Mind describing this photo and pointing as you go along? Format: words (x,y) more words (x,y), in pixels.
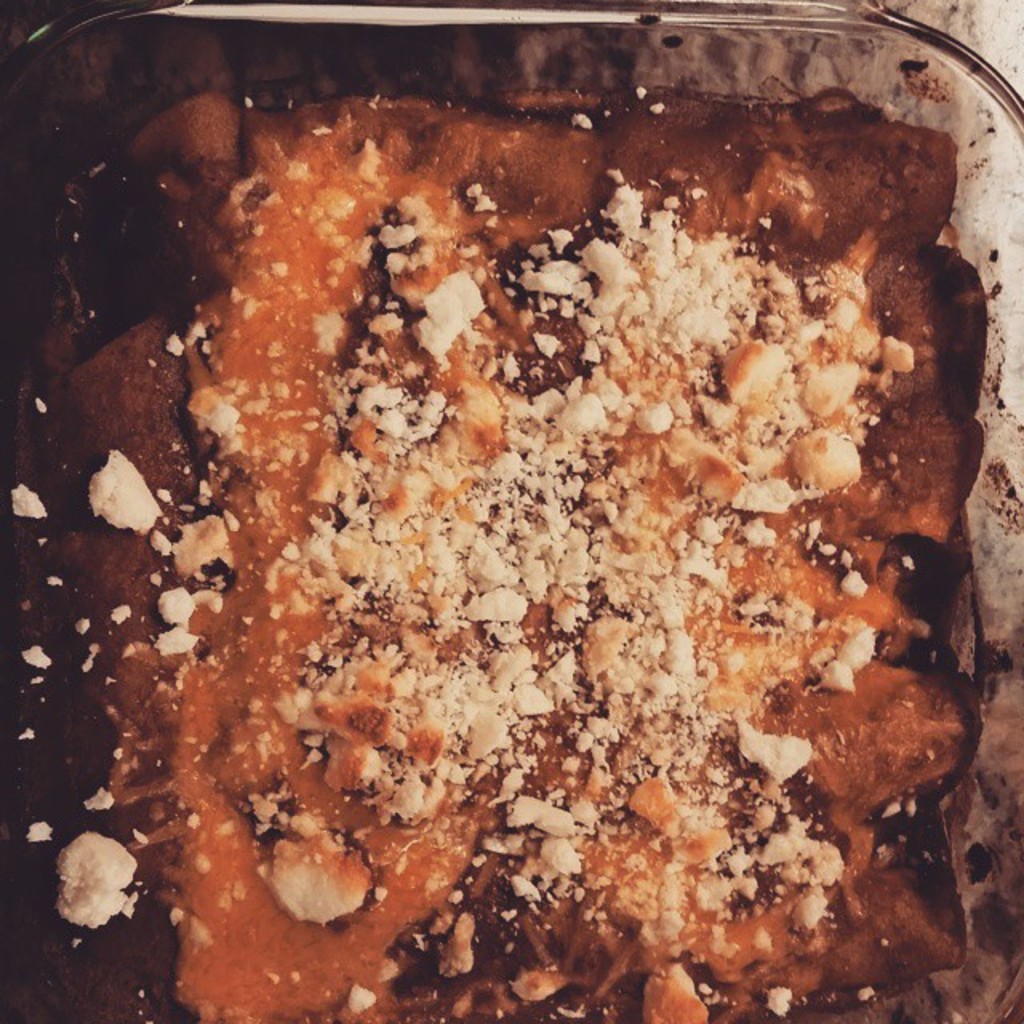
There is a food item (314,143) on a glass vessel (974,830). On the food item (568,506) there are some white color things (395,569).
